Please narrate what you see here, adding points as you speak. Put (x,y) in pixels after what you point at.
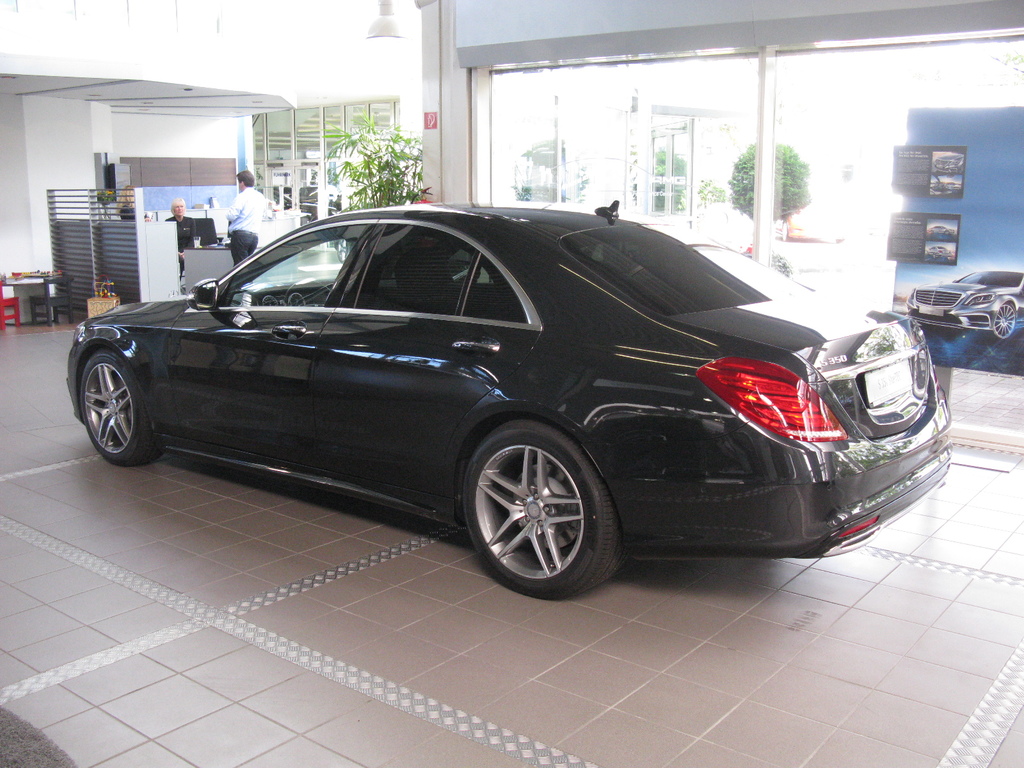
In this image I can see a black colour car (543,272). In the background (948,156) I can see few plants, a board (963,238) and over there I can see two men (172,204).
